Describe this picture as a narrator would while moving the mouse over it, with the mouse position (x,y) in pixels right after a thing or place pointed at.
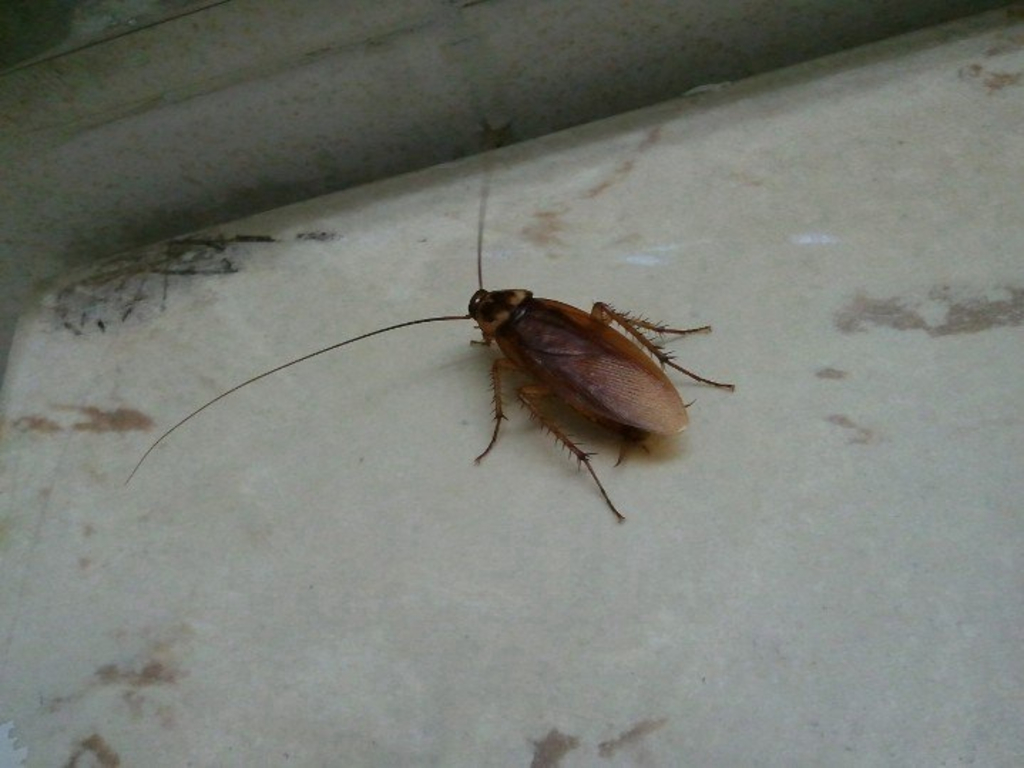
In this image I can see a cockroach (549,345) on the floor (496,556).
